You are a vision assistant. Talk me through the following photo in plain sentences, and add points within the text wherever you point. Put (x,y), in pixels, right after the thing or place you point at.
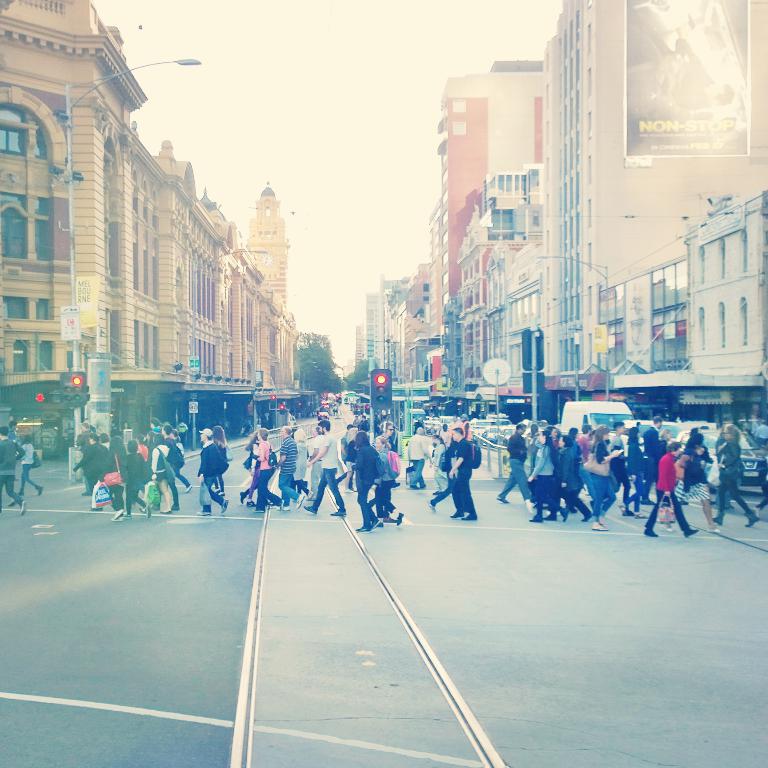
In the picture we can see a road (700,524) on it, we can see some people (626,462) are walking from one corner to another and on the both sides of the road (700,543) we can see buildings (192,315) which are adjacent to each other with many windows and on the road (696,514) we can see a traffic light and near the building (192,303) also we can see a traffic light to the pole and far away from the buildings (227,340) we can see some trees (321,385) and top of it we can see the sky (338,350).
